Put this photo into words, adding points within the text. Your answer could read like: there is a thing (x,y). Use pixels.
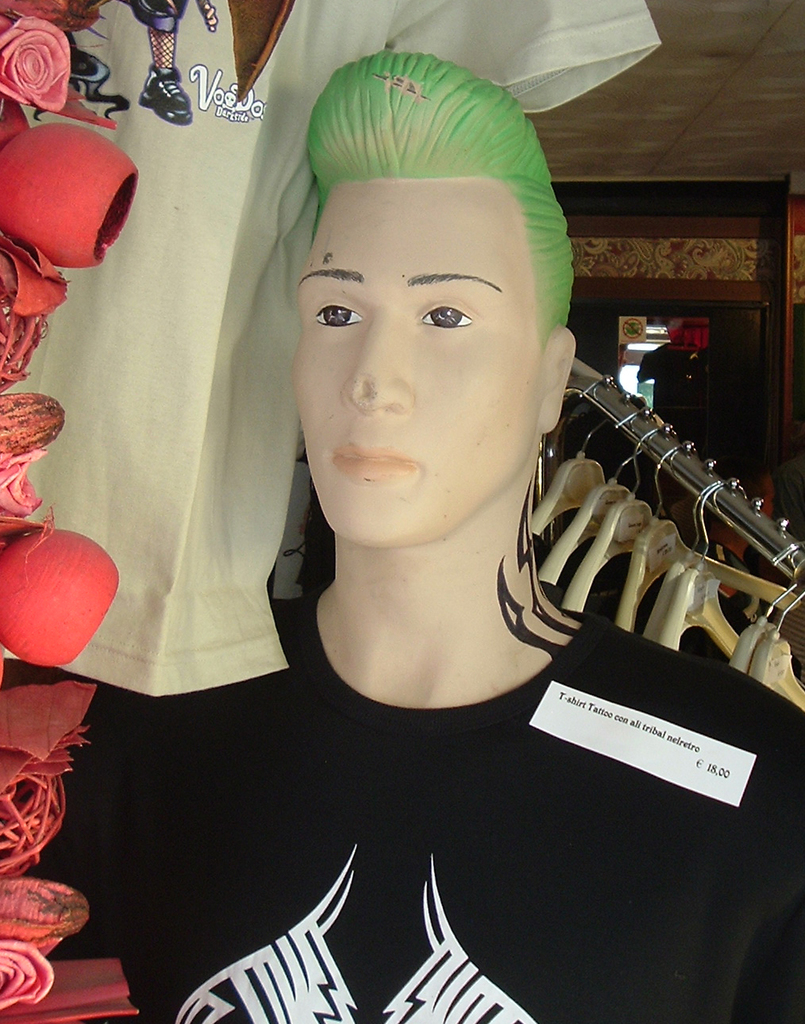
In this picture there is a dummy (457,317) with black t-shirt (539,812) and there is a tag (735,795) on the t-shirt (567,654). At the back (655,335) there is a mirror (661,345). On the left side of the image (250,582) there is a t-shirt (66,454) and there is a decoration (89,573).
